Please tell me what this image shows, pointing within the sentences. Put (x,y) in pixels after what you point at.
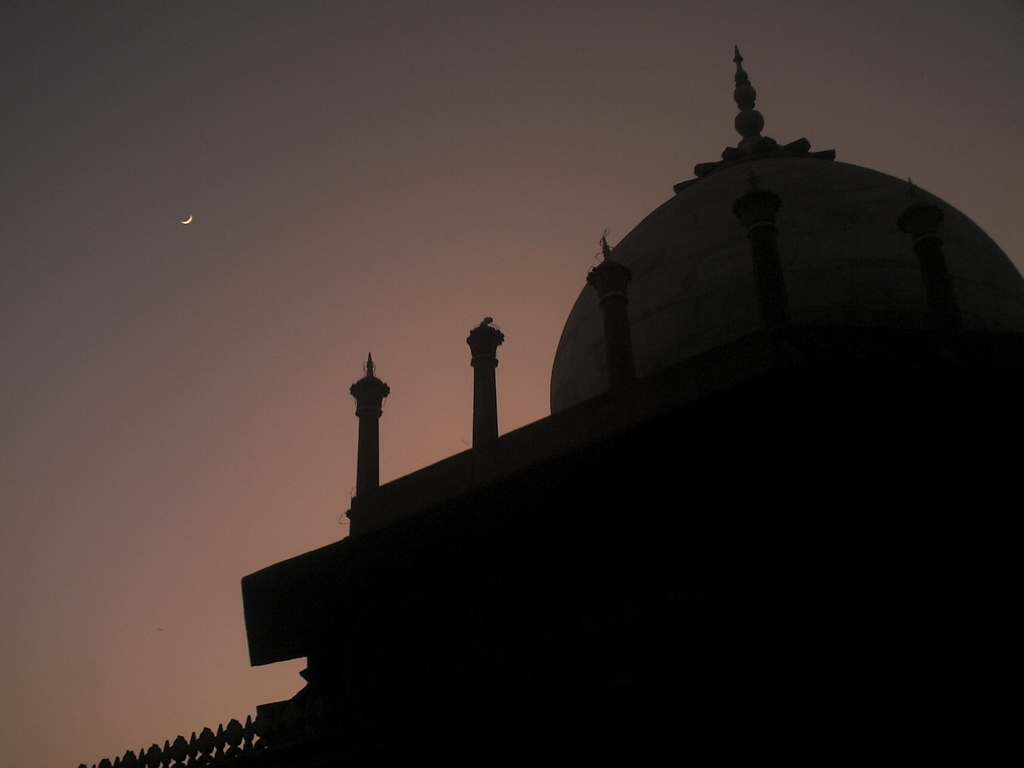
There is a building (621,361) and there is moon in the sky (196,223).
